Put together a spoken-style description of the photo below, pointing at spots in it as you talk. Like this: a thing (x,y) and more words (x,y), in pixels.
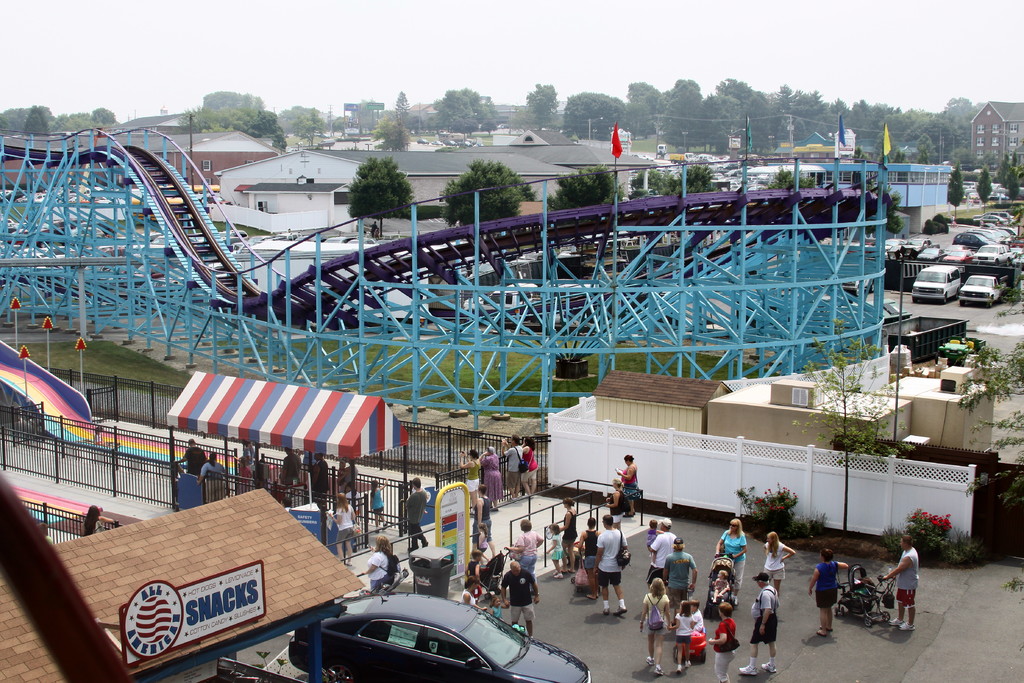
In this image we can see a track (844,277). In front of the track (507,380) we can see a wall (633,433), fencing (580,454), tents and a group of persons (474,577). Behind the track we can see a group of trees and buildings (244,186). At the top (427,58) we can see the sky (562,31). On the right side (982,251), we can see vehicles (982,239) and a building (987,144). At the bottom (352,627) we can see a vehicle (337,622) and a roof (113,594) with a board (210,634). On the board (161,582) we can see the text (198,589).
